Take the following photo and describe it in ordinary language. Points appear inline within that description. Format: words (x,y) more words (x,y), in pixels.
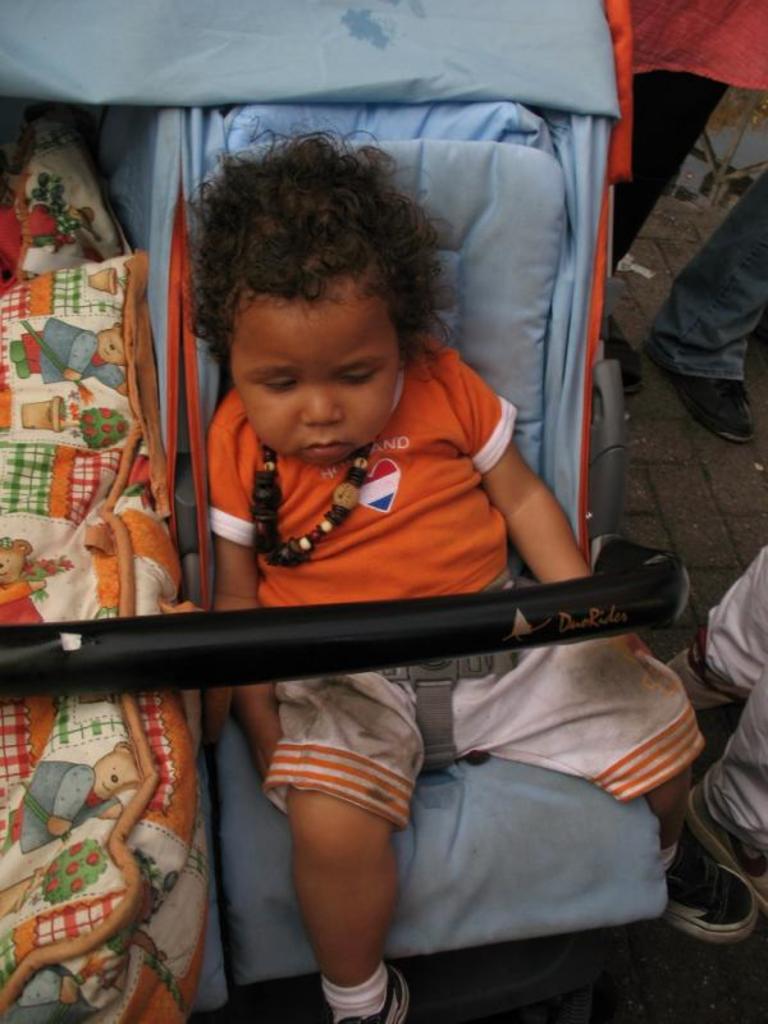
In this picture, I see a kid (391,439) seated on the baby trolley (647,620) and we see another baby trolley (134,580) on the left side (34,182) and i see few human legs (759,767) on the right side of the picture (753,826).
